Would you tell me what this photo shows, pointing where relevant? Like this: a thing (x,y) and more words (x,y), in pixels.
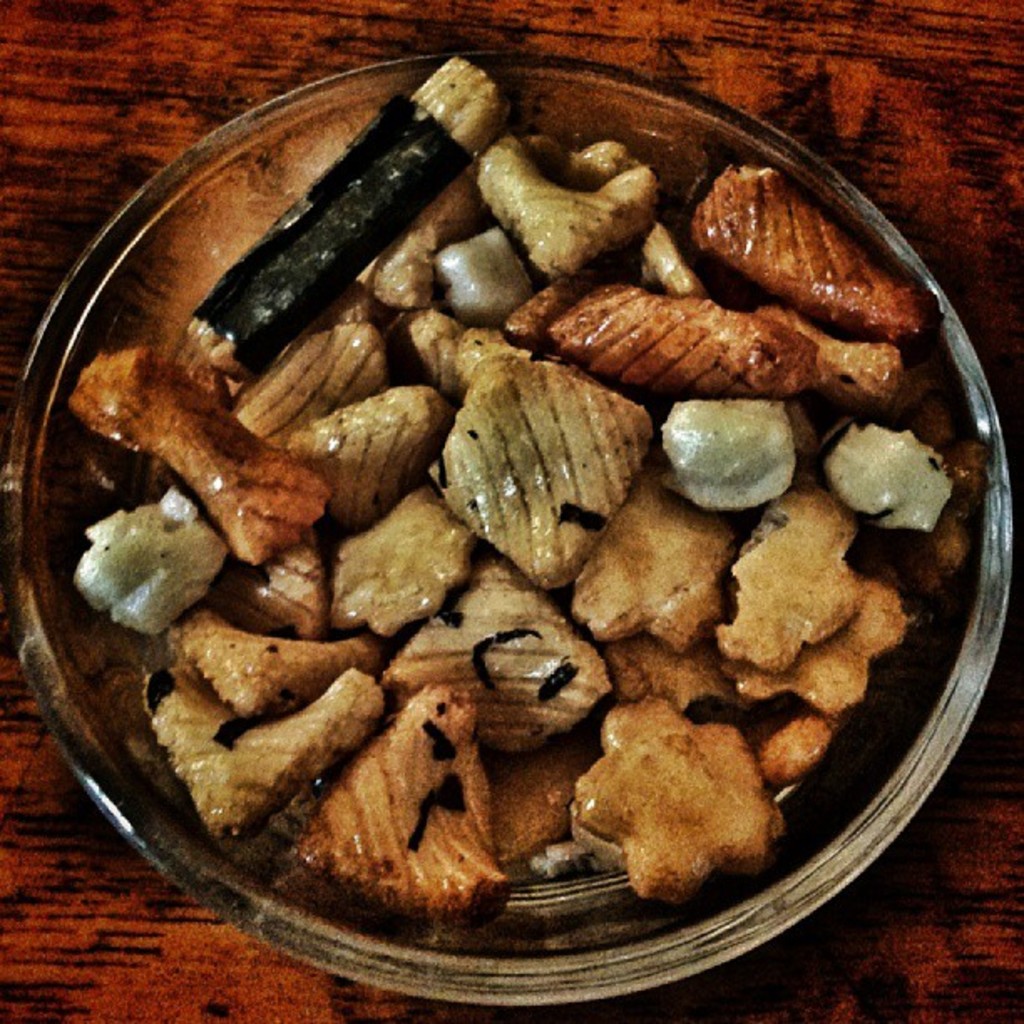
This is a zoomed in picture. In the center (650,466) there is a bowl (674,975) containing some food items (675,479) and the bowl (863,233) is placed on the top of an object (696,49).
